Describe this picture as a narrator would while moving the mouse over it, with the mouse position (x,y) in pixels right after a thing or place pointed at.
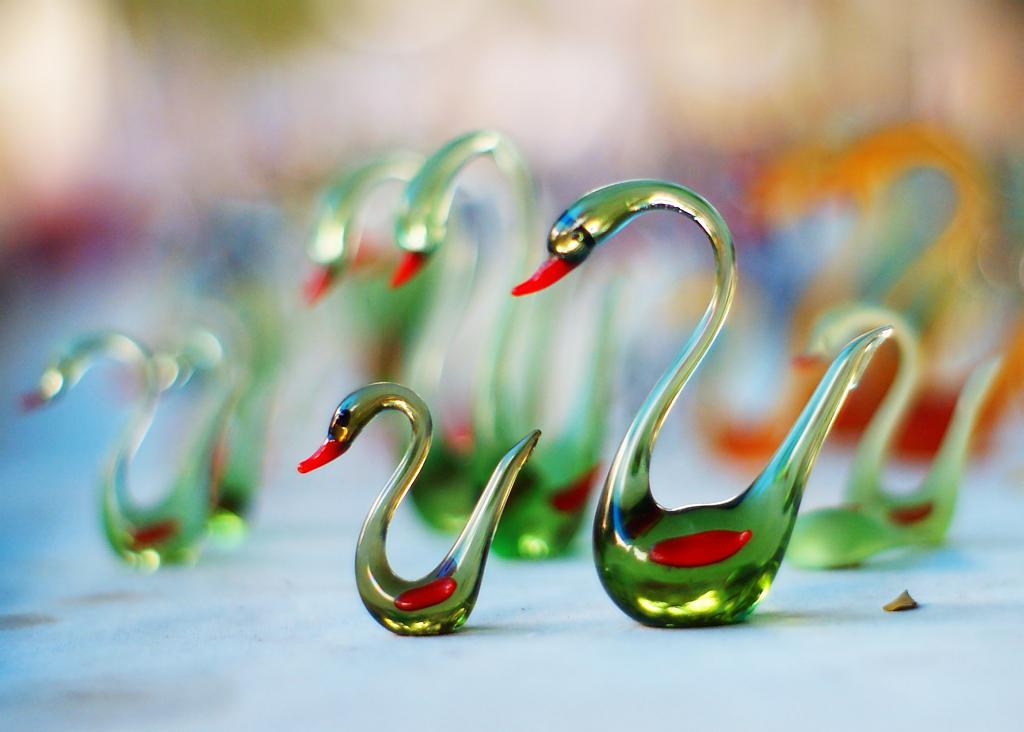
Here we can see crystal sculptures (541,472) on a platform (387,667).
